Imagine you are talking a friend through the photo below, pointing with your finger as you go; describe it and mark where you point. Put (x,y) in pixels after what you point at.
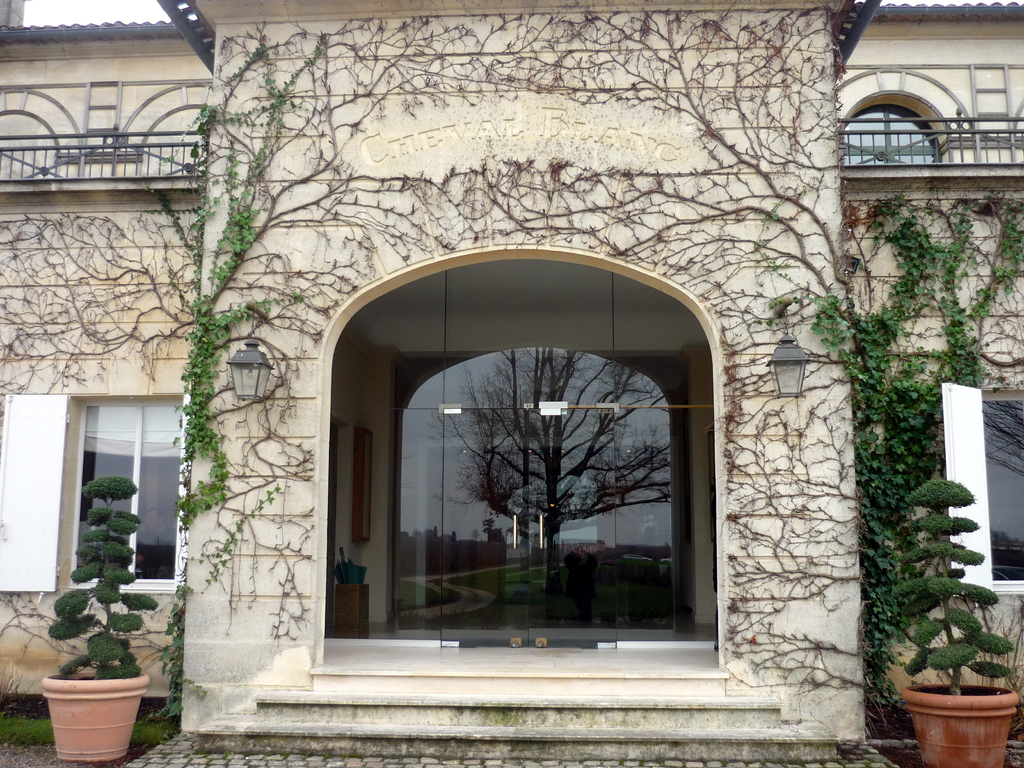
In this image I can see a building (332,567). On the right (726,140) and left side of the image (212,351) there are creeper plants (202,347) to the walls (203,540). In the middle of the image (465,475) there are two glass doors (480,572). In front of this building (359,551) there are few plants (120,624). At the top of the image (924,161), I can see the railings (141,154) and windows (874,128).
